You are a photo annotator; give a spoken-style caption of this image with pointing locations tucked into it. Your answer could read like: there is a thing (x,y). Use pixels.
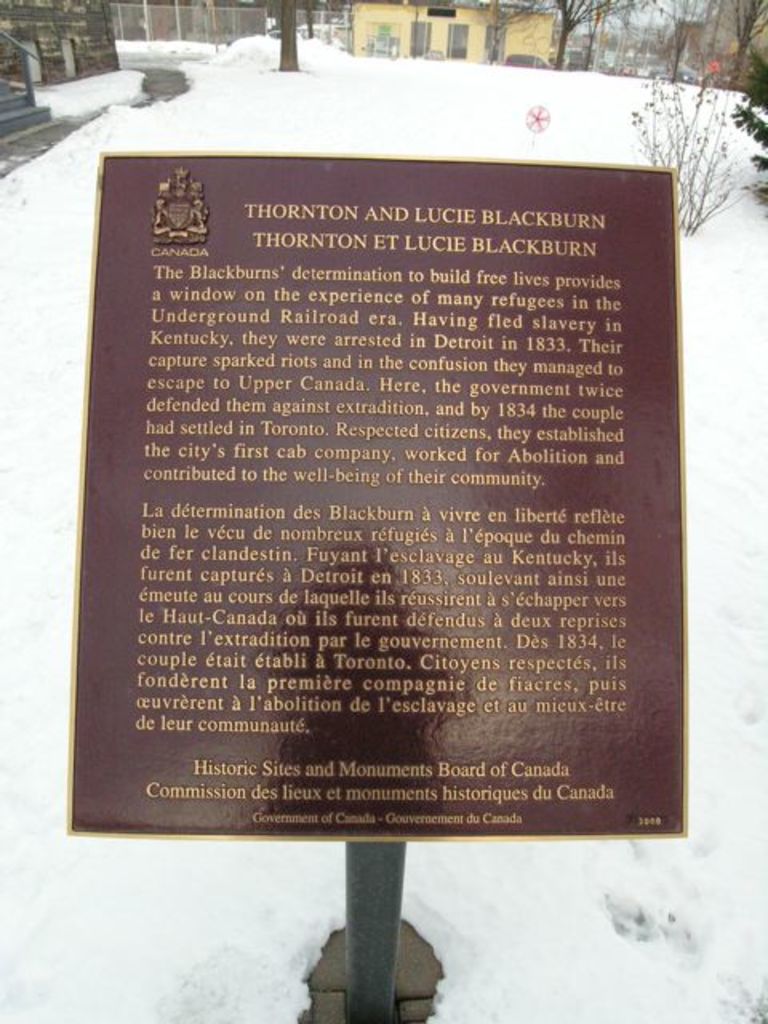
In the foreground of this picture (399,379), there is a name board (343,608) and around it there is the snow (697,365). In the background (707,176), there is a plant (713,139), trees (498,18), houses (370,22), and a fencing (189,31).
